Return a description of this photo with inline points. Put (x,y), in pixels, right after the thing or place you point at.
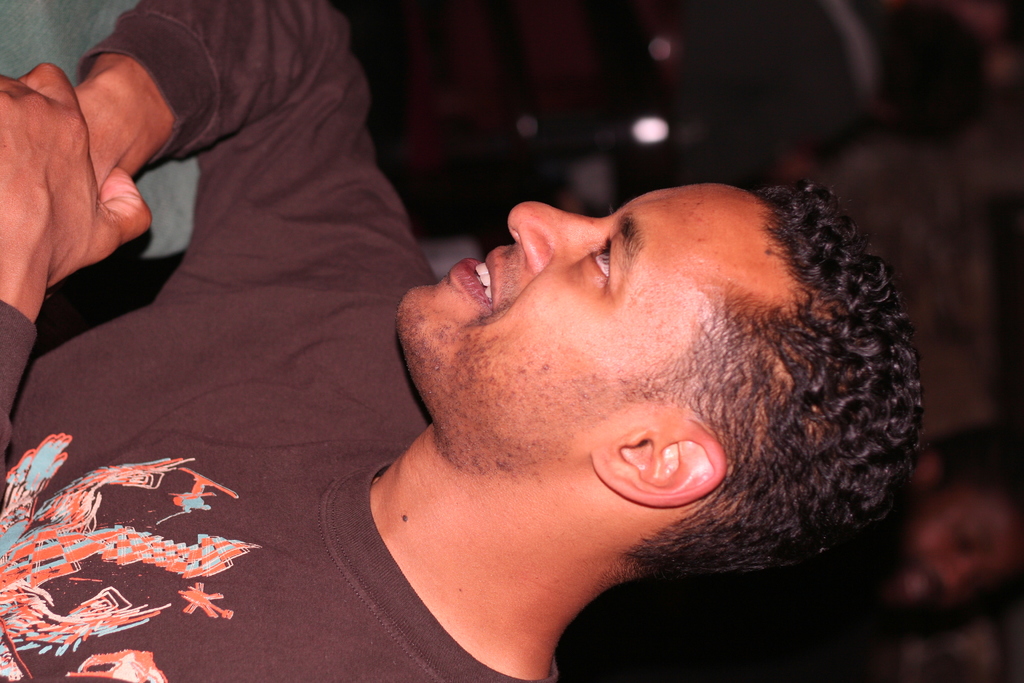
This image consists of a man (647,528) wearing brown T-shirt (53,662). In the background (886,58), the image is blurred.
